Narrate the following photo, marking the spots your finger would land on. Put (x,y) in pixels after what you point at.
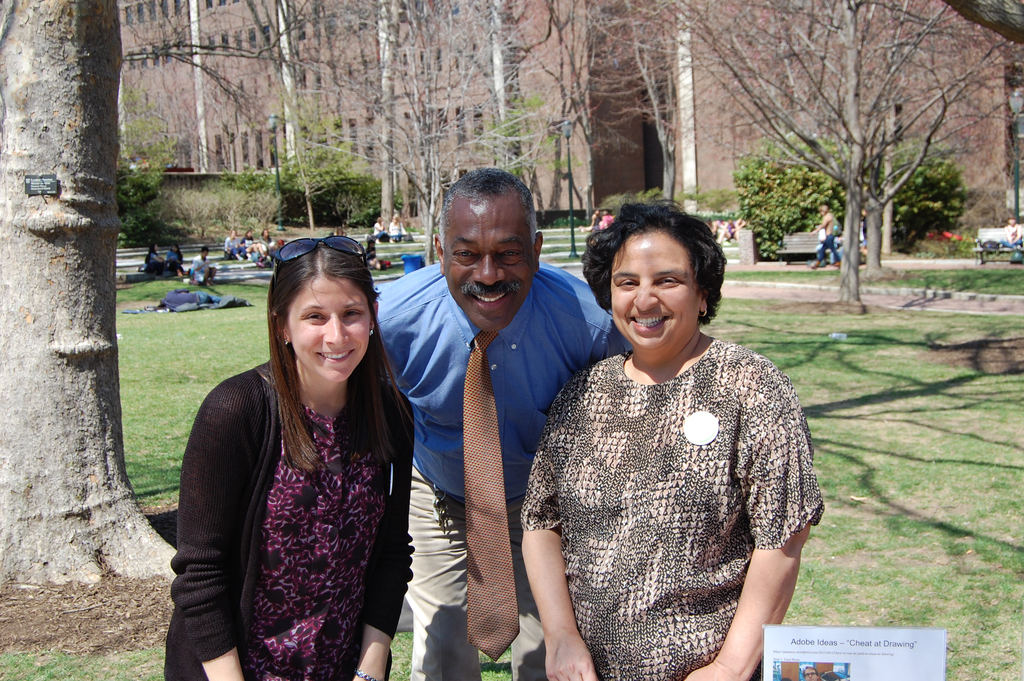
In this image, at the middle (611,337) we can see some people (712,363) standing and they are smiling, in the background (891,465) there is grass (851,451) on the ground (850,307) and there are some trees (890,216), there are some people (158,268) sitting.
